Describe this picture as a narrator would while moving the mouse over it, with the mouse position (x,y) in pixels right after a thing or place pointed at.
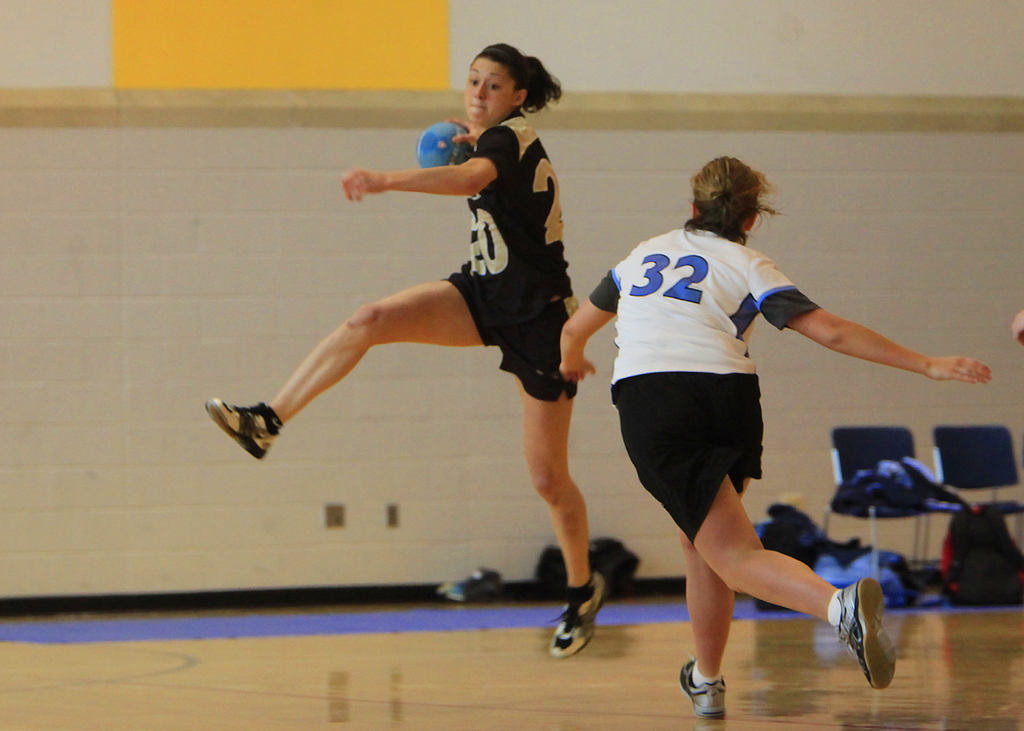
In this image, there is a floor (316,694), there are two women (461,187) playing a game, at the background (979,474) there are some chairs (1003,474) and there are some bags (824,547), there is a wall (146,256).
